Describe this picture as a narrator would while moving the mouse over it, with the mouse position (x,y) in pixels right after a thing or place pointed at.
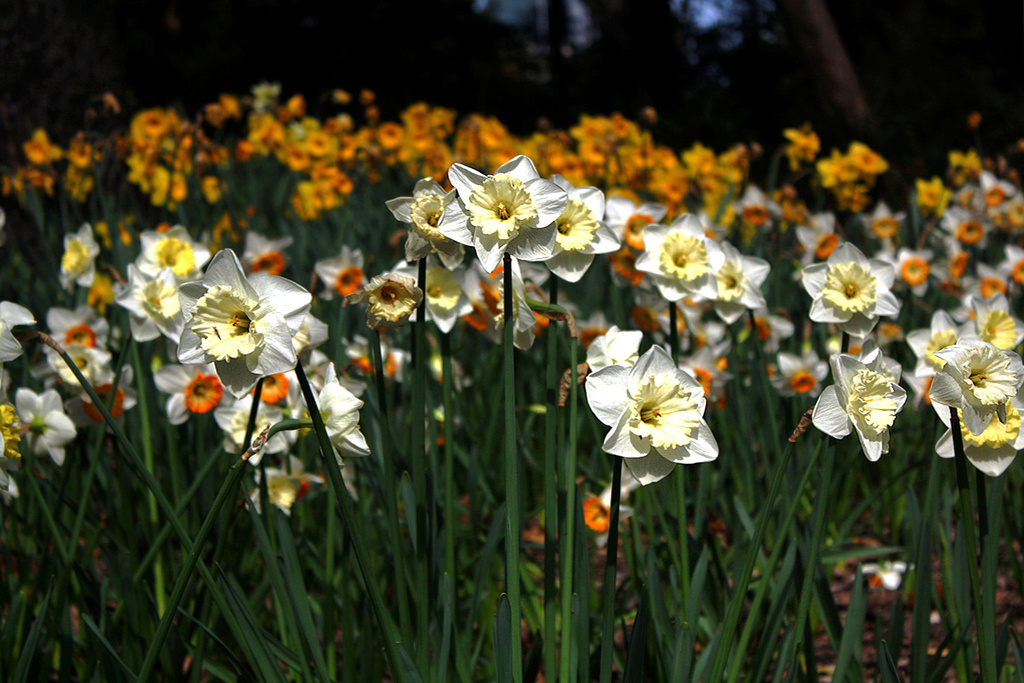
In this image, we can see plants (703,186) with flowers (292,155) and the background (230,75) is dark.
